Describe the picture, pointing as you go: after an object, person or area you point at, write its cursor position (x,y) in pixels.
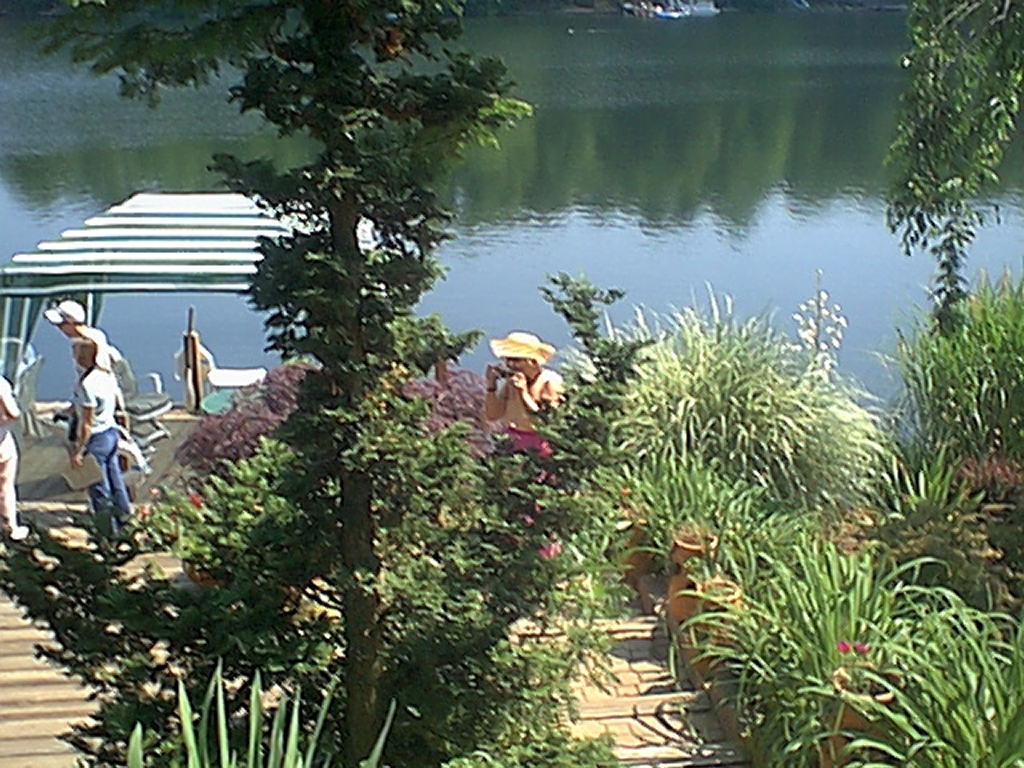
On the left side (6,471), we see three people (86,431) are standing. Beside them, we see the plants (244,414). We see the chairs (183,360) and table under the white tent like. The woman (528,431) in the middle of the picture (515,432) is standing and I think she is clicking photos on the mobile phone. At the bottom of the picture (401,561), we see plants (714,527) and trees (305,455). In the background (719,226), we see water (811,198) and this water (809,210) might be in the canal (662,179).
